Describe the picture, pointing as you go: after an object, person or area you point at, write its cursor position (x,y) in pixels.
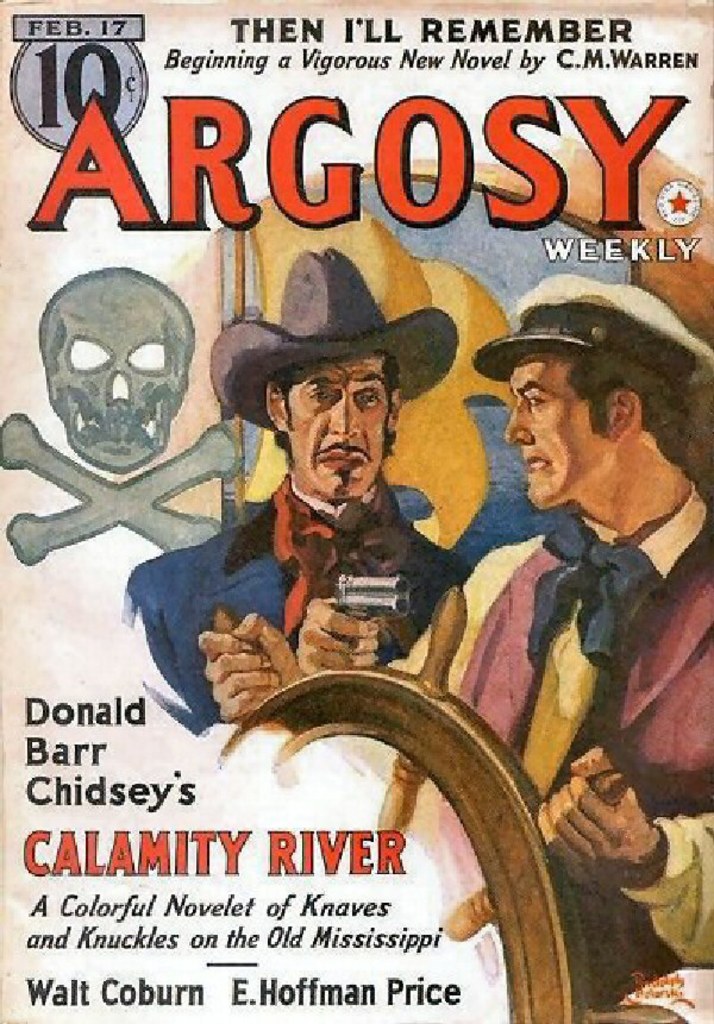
This is an article. This is a painting. In this picture we can see two persons (407,582) wearing hats (604,331) and holding a wheel (517,842). At the top (401,151) and bottom of the image (375,861) we can see the text (358,942).
